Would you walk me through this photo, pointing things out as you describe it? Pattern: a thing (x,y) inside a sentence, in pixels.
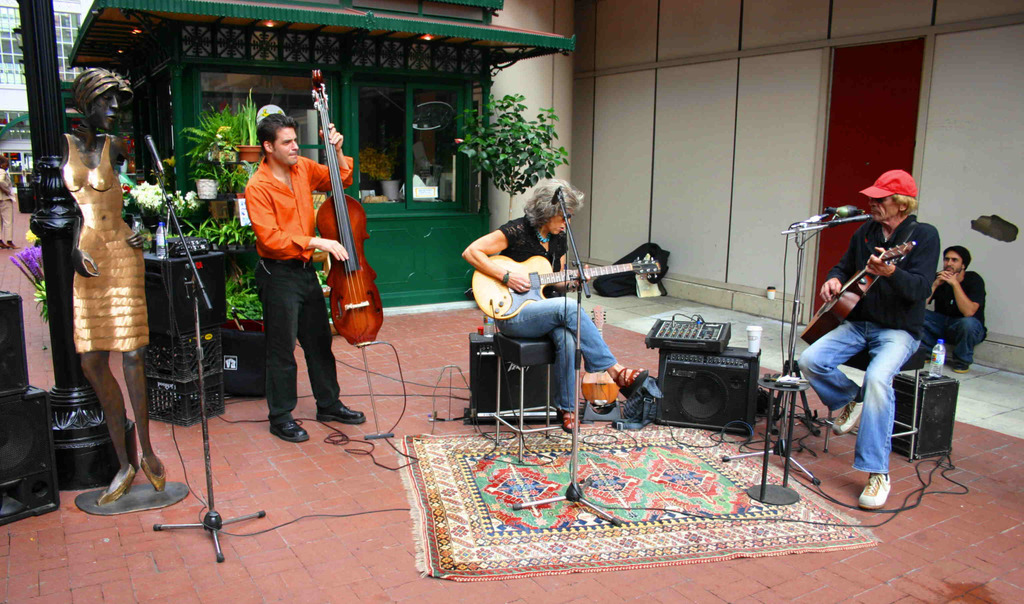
In this picture i could see three persons (911,296) using instruments (852,304) making some music the person (307,233) in the left corner (288,199) is having a double bass (336,224) in his hand (335,252) and he is dressed up in orange and black orange shirt (277,248) and black colored pant (287,407) with black boots (333,410) and beside him the person (554,299) is sitting and holding a guitar (541,267) and in front of him there is a mic (554,201) and in the right corner (891,320) there is a person (900,306) holding a guitar (850,286) and having a cap (884,195) and mic (853,218) in front of him sitting on the chair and in the right corner (972,302) there is person (960,300) sitting on the floor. In the back ground (381,137) i can see a wooden hut (410,81) which is green in color and some plants (220,154) and statue (104,215) in the left corner of the picture (87,247).
